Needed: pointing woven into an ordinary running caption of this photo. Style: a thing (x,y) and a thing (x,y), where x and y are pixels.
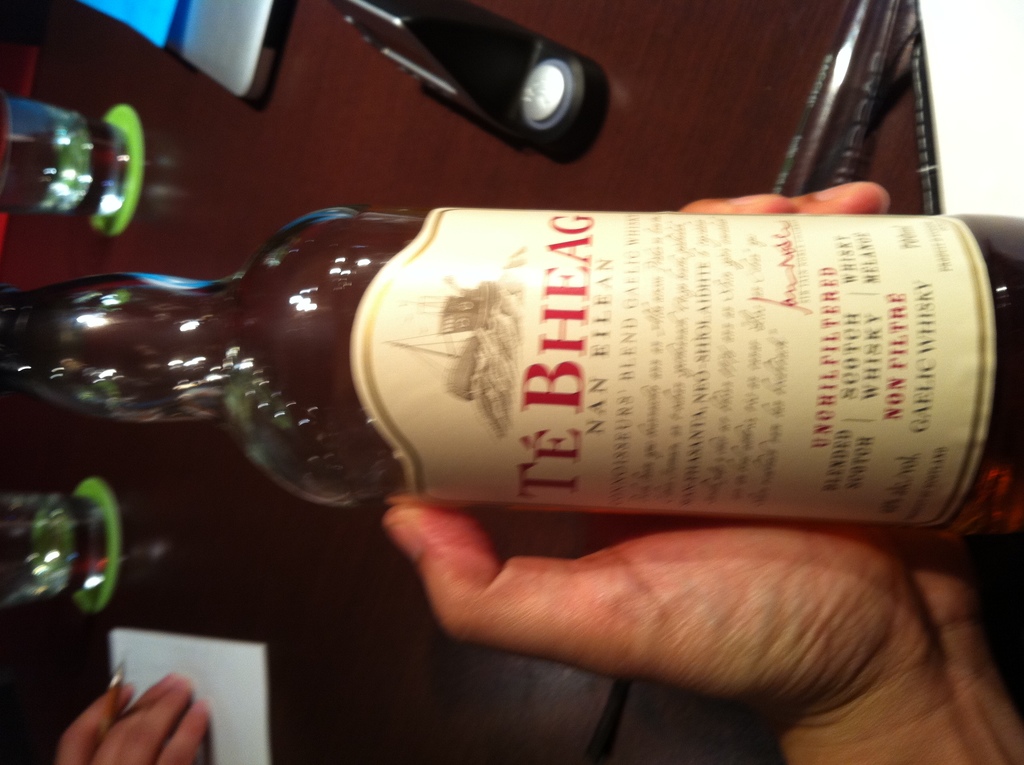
In this image I see a person's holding a bottle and I also see another person's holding the pen (121,676) and the paper (150,642) over here. I also see 2 glasses (14,102).
